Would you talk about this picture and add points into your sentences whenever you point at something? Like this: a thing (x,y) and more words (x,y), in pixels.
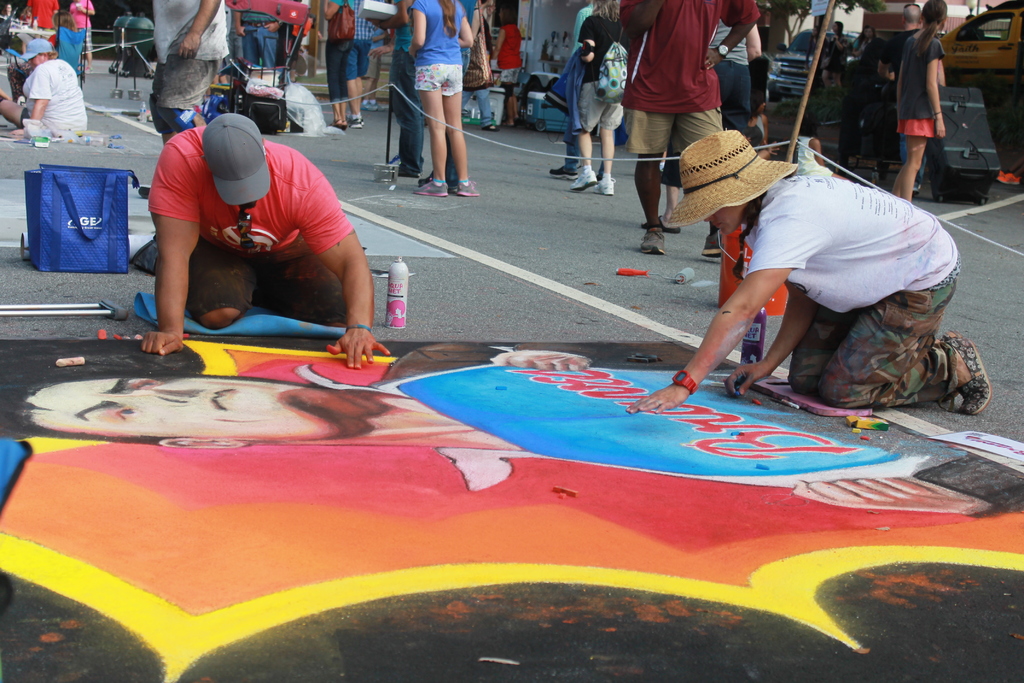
In this image I can see two persons (828,364) painting on the road (454,629). In the background (252,44) I can see few persons (464,46) walking.
